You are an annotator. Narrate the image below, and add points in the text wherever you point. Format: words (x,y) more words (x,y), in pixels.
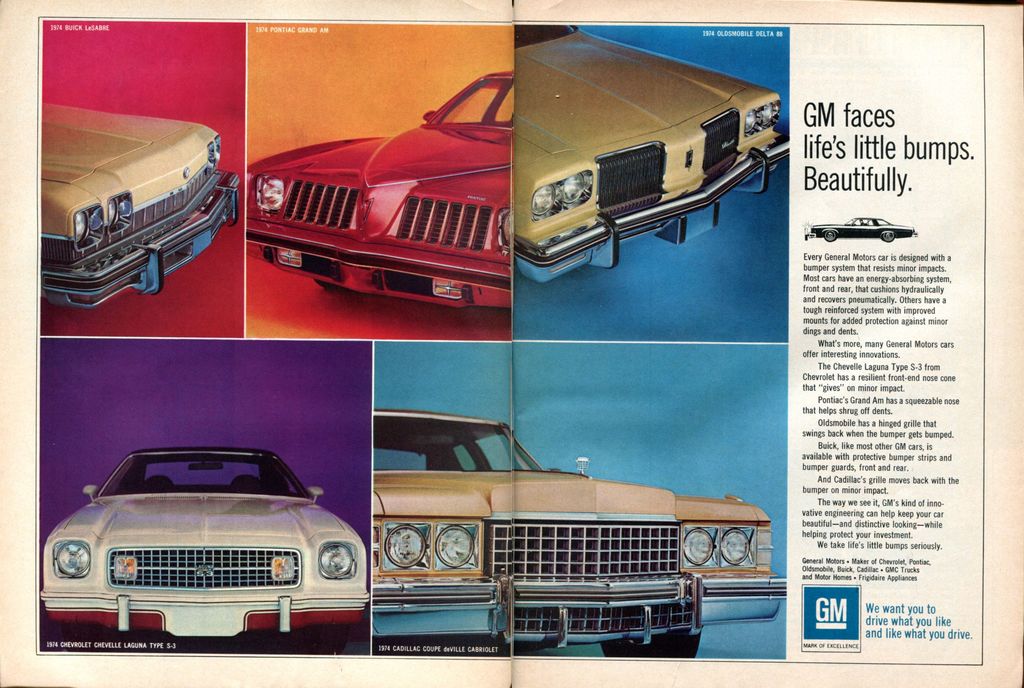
In this image we can see an article (373,388) with collage of car images (363,314) and we can also see some text (875,305) explaining the image (626,336) beside.
